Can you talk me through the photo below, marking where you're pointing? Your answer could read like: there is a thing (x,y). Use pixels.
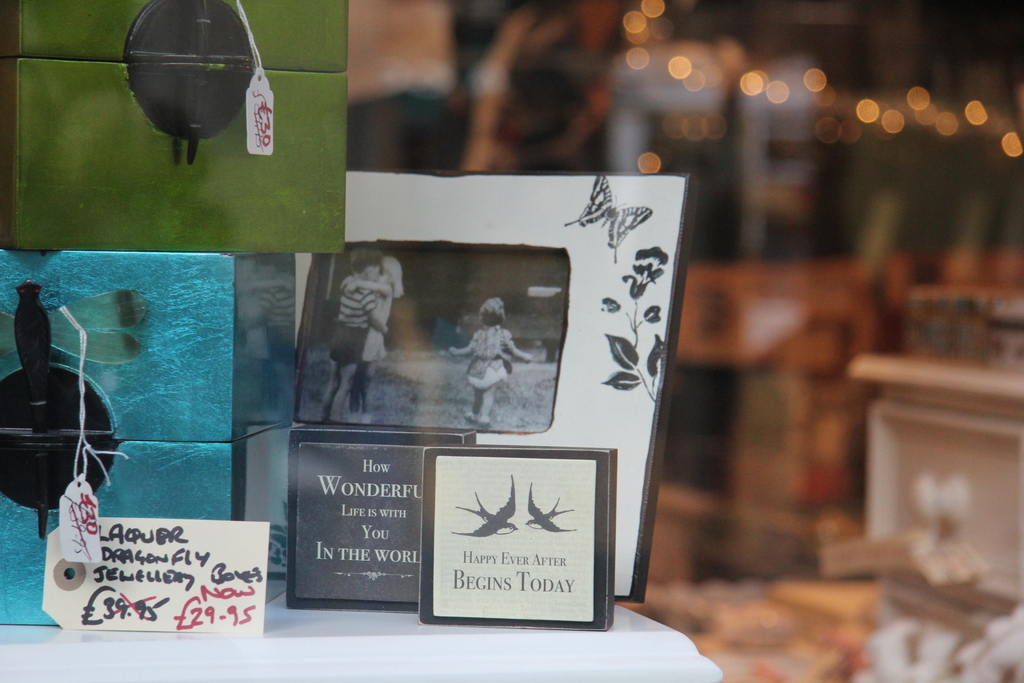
In the image we can see there are photo frames (347,372) and boxes (224,324) kept on the table (455,627). The box (99,512) is kept with a price tag (203,604) and behind there are lightings (981,109). Background of the image (993,123) is blurred.
